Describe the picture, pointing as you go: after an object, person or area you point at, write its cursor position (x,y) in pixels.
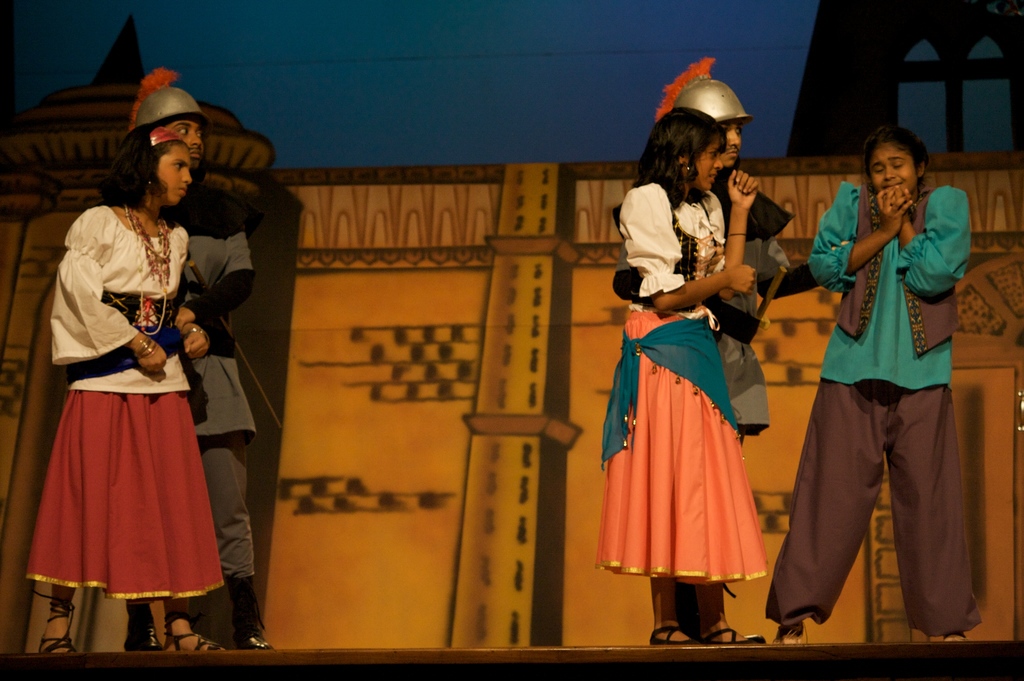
This is a picture from a stage performance. Towards right (931,461) there are two women (698,331) and man (750,395) standing. On the left (149,327) there is a man (191,257) and girl (129,325) standing. In the background (448,206) there is a wooden set (389,291). At the top (635,53) it is blue.
